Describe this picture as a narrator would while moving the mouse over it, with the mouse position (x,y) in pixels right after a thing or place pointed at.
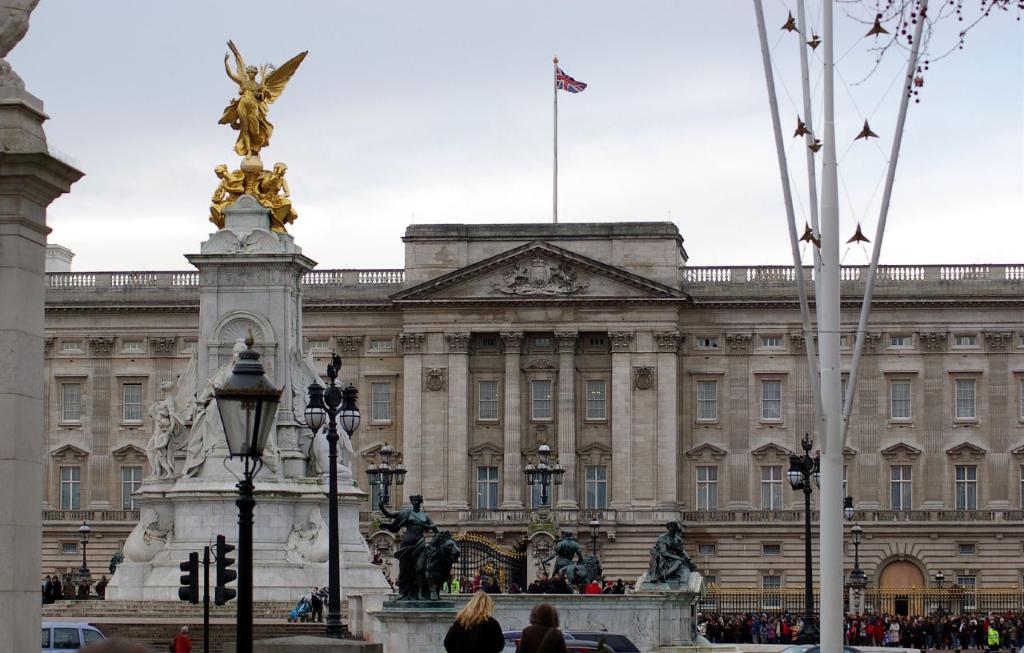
In the image in the center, we can see the poles (240,510), statues (233,521), vehicles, traffic lights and group of people (482,639) are standing. In the background (476,192), we can see the sky (544,203), clouds (641,153), buildings (133,343), windows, pillars (27,312), fence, wall (59,311), flag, gate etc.
